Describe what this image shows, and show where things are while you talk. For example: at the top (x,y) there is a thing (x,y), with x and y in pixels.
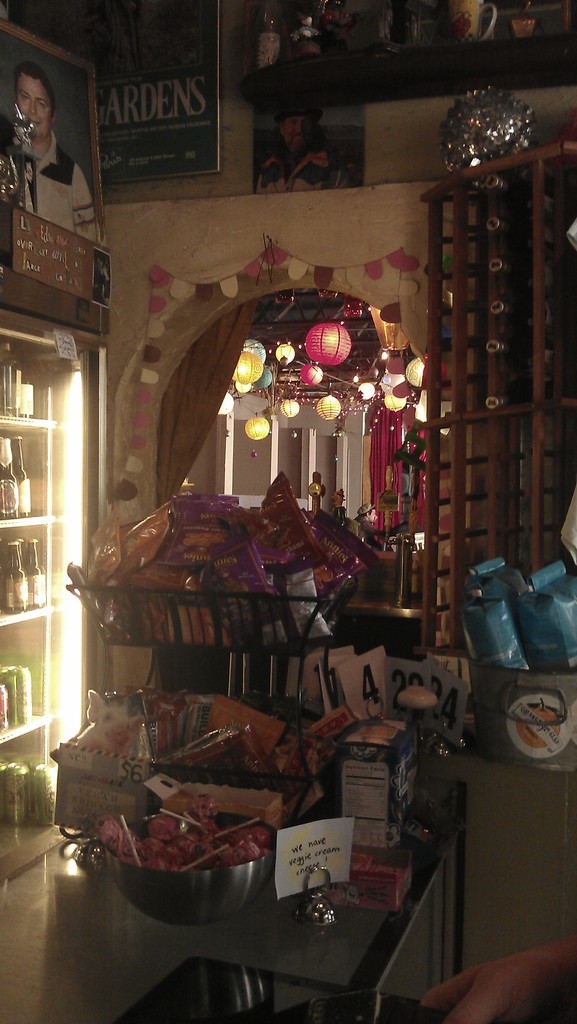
In this picture we can see a bowl (179,895), papers (338,827) and other items (263,719) on an object (64,907) and on the left side of the items (141,600) there are bottles (23,566) and behind the items (183,500) there are photos (81,119) and some decorative items (253,351).
